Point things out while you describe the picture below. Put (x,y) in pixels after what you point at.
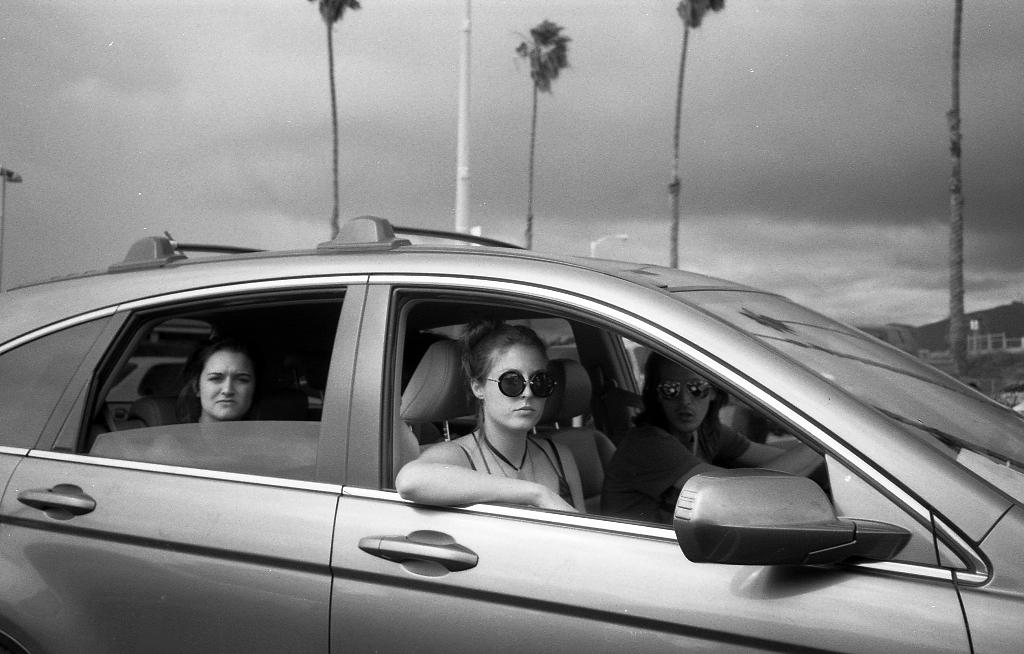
There are three people (687,394) they are sitting in a car (415,515). We can see the background there is a sky (594,251) and trees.
